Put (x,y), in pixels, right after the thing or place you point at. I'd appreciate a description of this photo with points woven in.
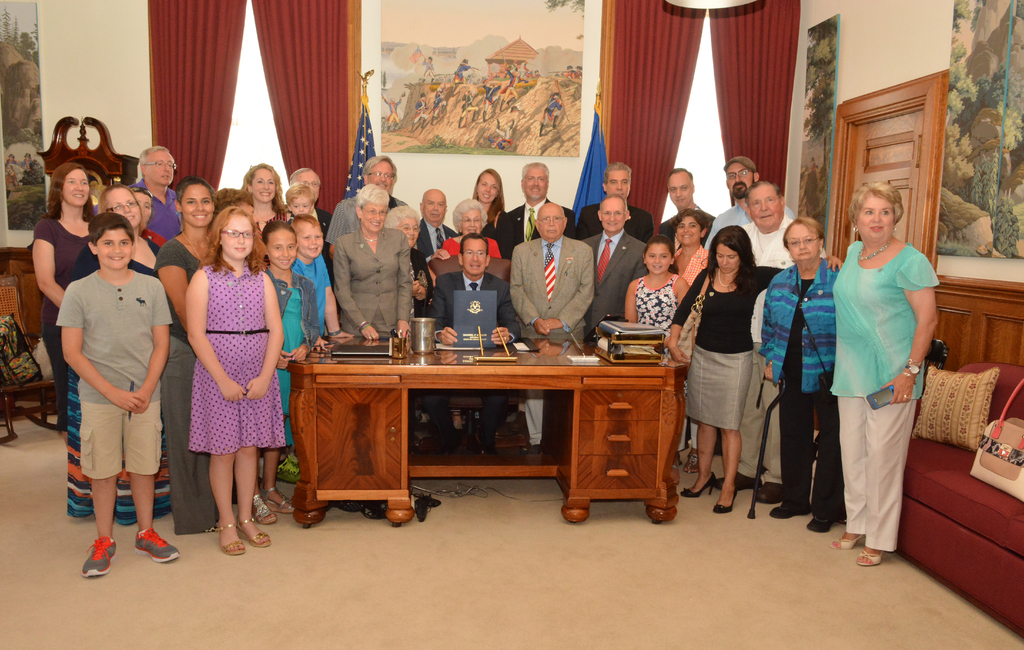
In this picture we can see some persons (808,346) are standing on the floor (604,576). This is table (582,438). On the table (594,404) there books (625,350), and a jar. This is sofa (973,595) and there is a pillow (958,406). On the background (497,110) there is a wall (91,4) and these are the frames (471,99). Here we can see a curtain (664,129) and this is door (906,136).
